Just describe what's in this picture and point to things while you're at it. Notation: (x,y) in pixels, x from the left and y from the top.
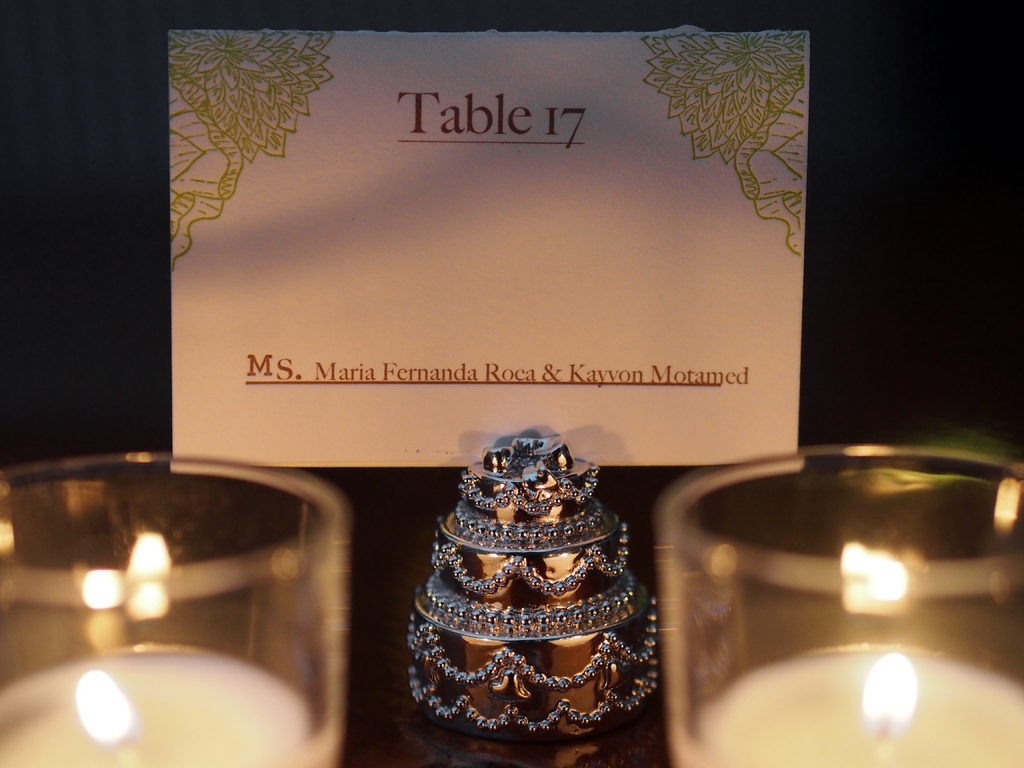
In this image there are two candles (238,745), between the candles (164,576) there is an object (508,516), behind the object (480,480) there is a note (437,330) with some text (533,130) on it.
